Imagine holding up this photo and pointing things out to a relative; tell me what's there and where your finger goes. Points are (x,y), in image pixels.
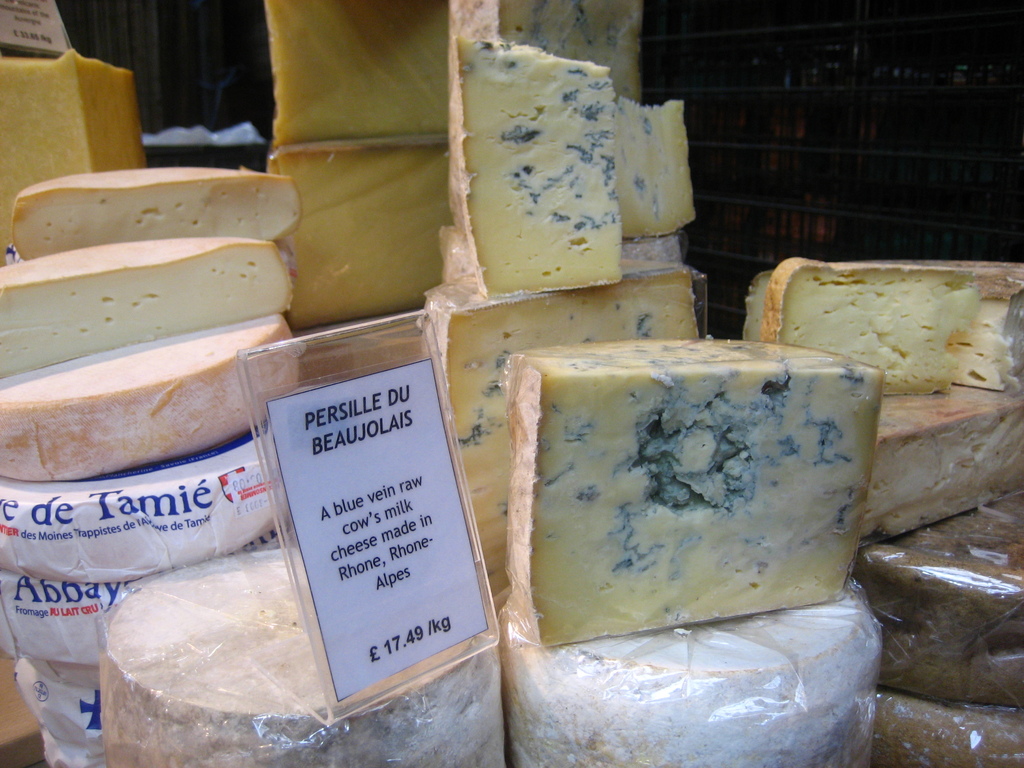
In this image I can see the cheese (65,351) which is in cream color. In-front of the cheese (162,433) I can see the board (382,505) and something is written on it. In the background (79,45) I can see the black color surface (698,152).
